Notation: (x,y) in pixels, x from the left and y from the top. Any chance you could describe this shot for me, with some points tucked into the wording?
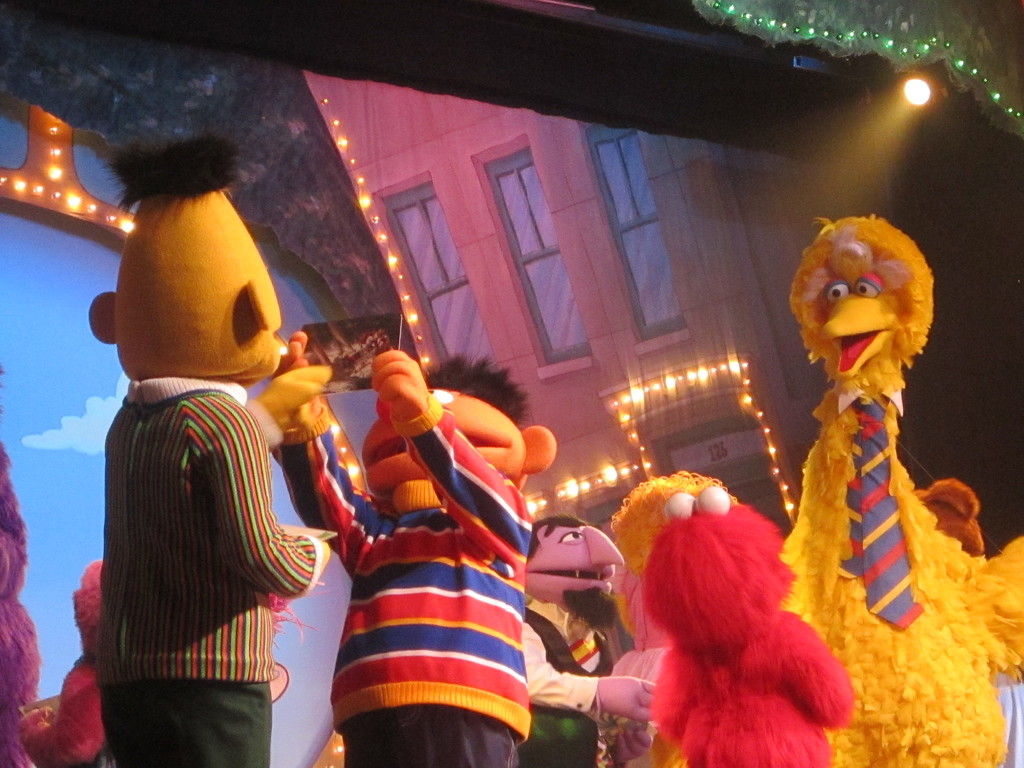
In this picture I can see some different toys (279,616) are placed on the stage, some banners (326,222) and lights (919,47) to the roof (717,106).
